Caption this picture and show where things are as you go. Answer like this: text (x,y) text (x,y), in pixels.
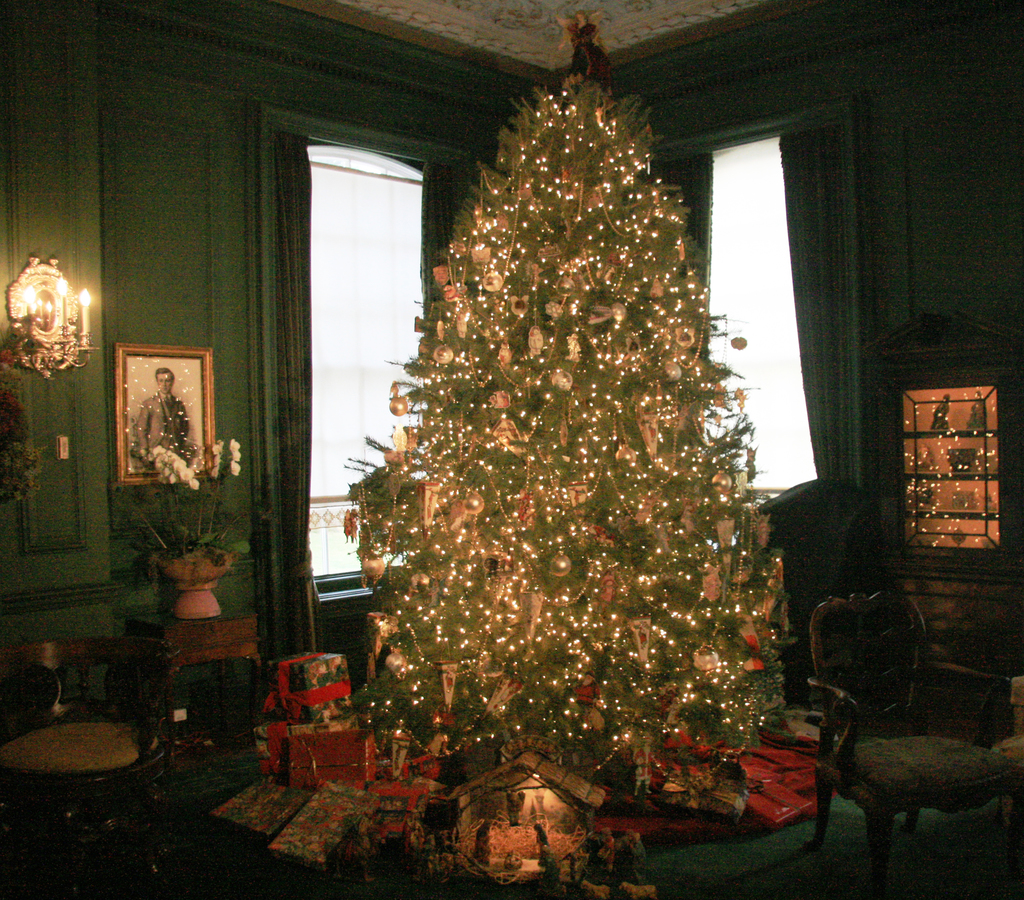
In the foreground of this picture (517,458), there is a x mas tree (589,503) and few gifts (395,790) around it. In the background (918,463), we can see chairs (883,750), cupboard (925,406), glass window (785,269), curtain (804,170), photo frame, candle holder (47,316), table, flower vase (208,578) and a wall (160,243).
